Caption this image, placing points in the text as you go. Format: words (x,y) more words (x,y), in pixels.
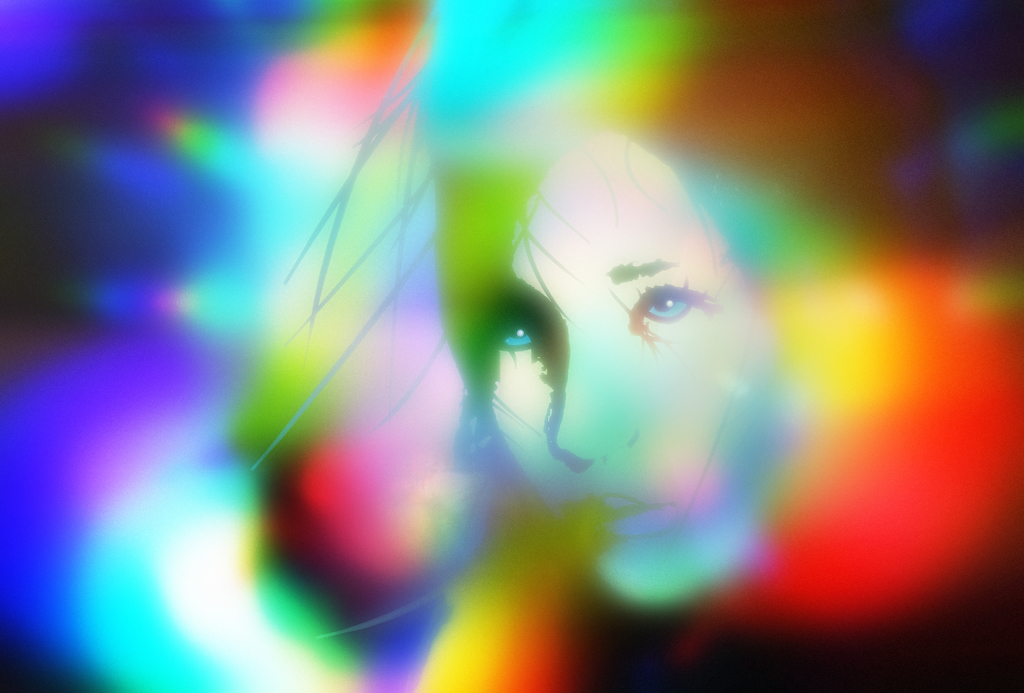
As we can see in the image there is a woman face (600,270) and different colors of lights (279,331).
